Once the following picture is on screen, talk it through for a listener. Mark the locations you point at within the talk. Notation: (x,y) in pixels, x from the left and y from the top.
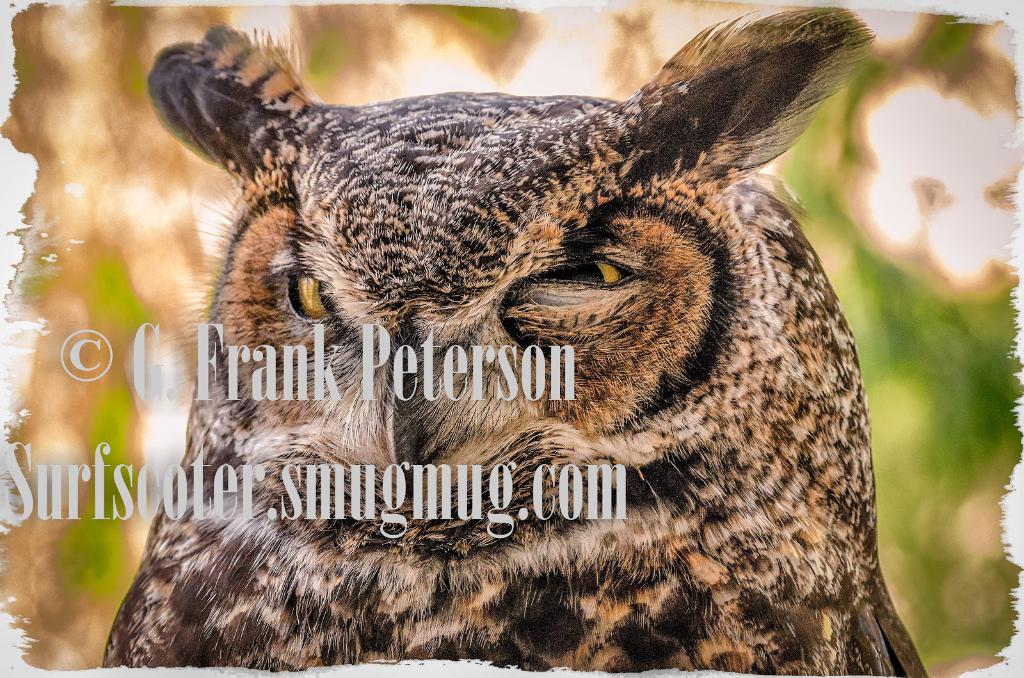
This is an edited image. In this image I can see an owl (365,197). The background (920,180) is blurred. On the left side of this image (177,467) I can see the edited text (464,502).
